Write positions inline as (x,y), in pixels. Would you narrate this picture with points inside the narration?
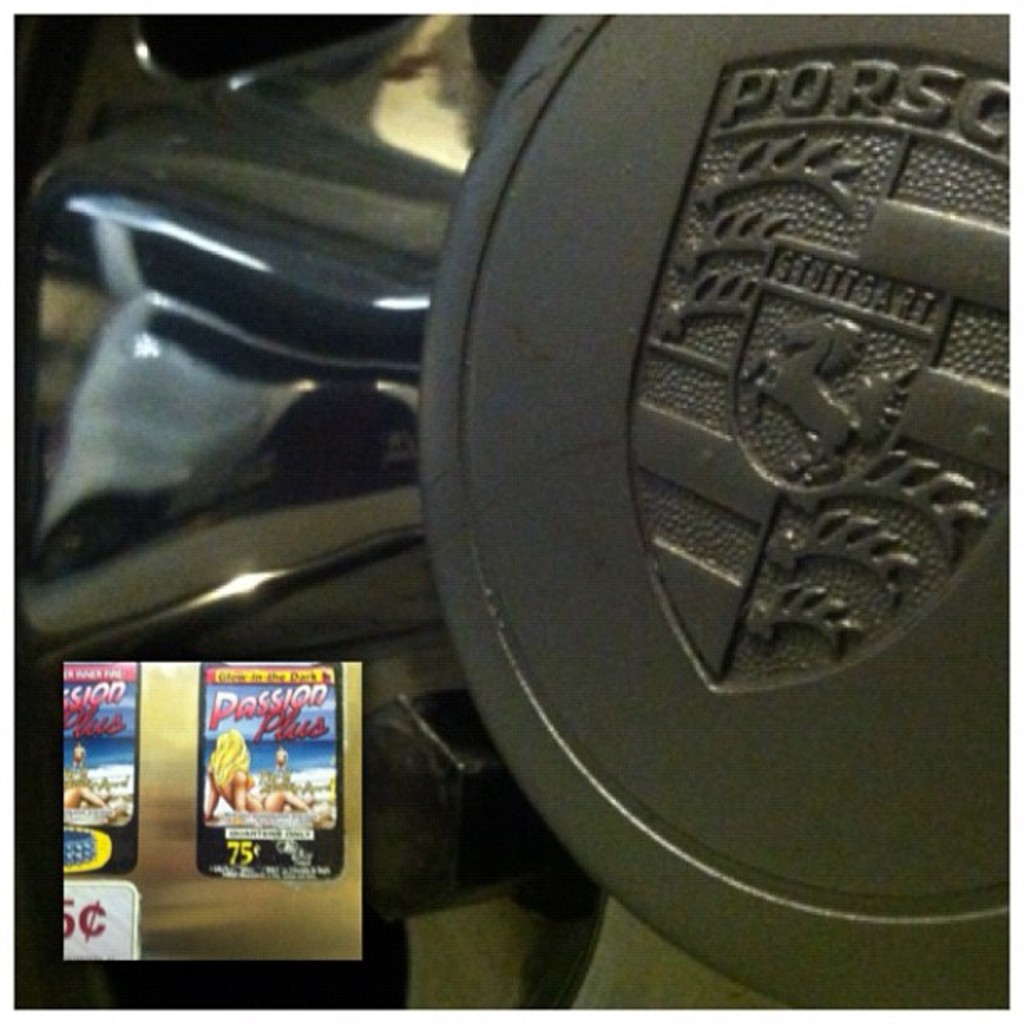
In this picture I can see inner view of a vehicle (377,578) and I can see a emblem (773,322) with some text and I can see a screenshot (163,818) with some picture (84,771) and text (235,869) at the bottom of the picture (174,809).
